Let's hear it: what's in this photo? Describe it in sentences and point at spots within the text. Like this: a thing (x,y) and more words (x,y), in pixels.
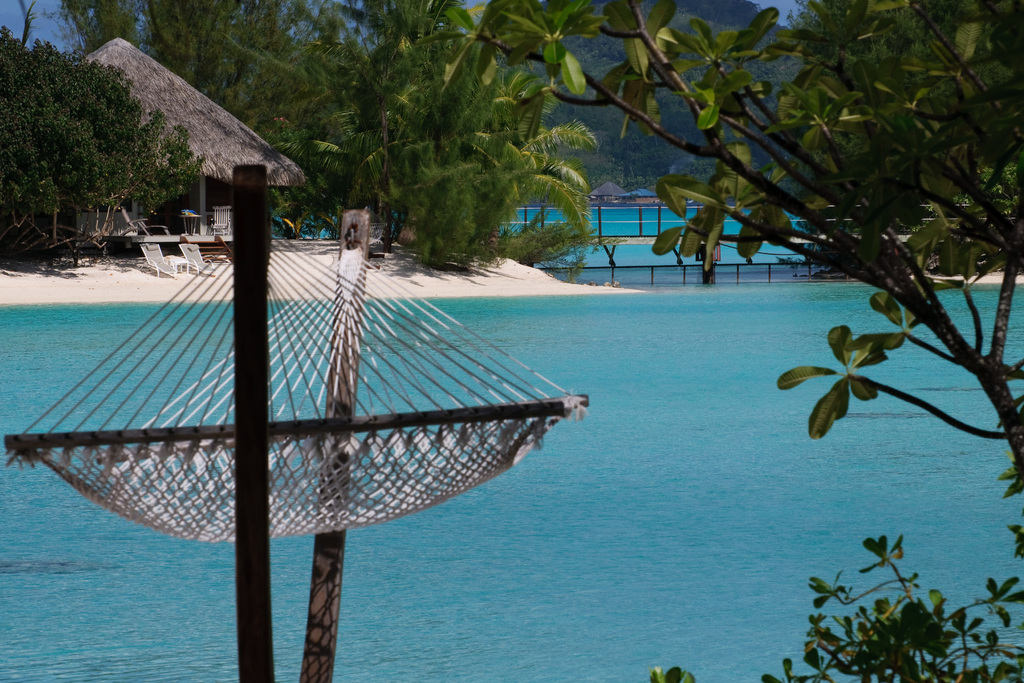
In this picture I can see water (613,446), chairs (197,258), beach hut (188,202) and trees (513,113). I can also see some other objects (298,433) over here.
